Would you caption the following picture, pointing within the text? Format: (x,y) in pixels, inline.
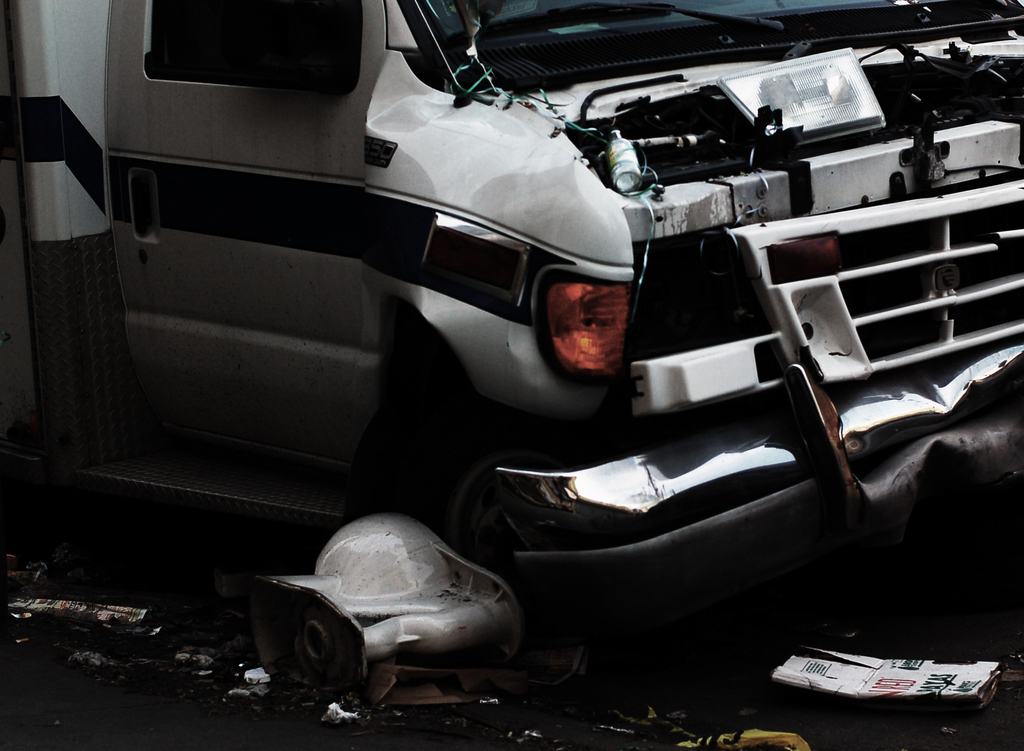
In the picture I can see a damaged vehicle (638,433) and there are a toilet (275,643) and litter (186,655) are on the ground (231,658).
